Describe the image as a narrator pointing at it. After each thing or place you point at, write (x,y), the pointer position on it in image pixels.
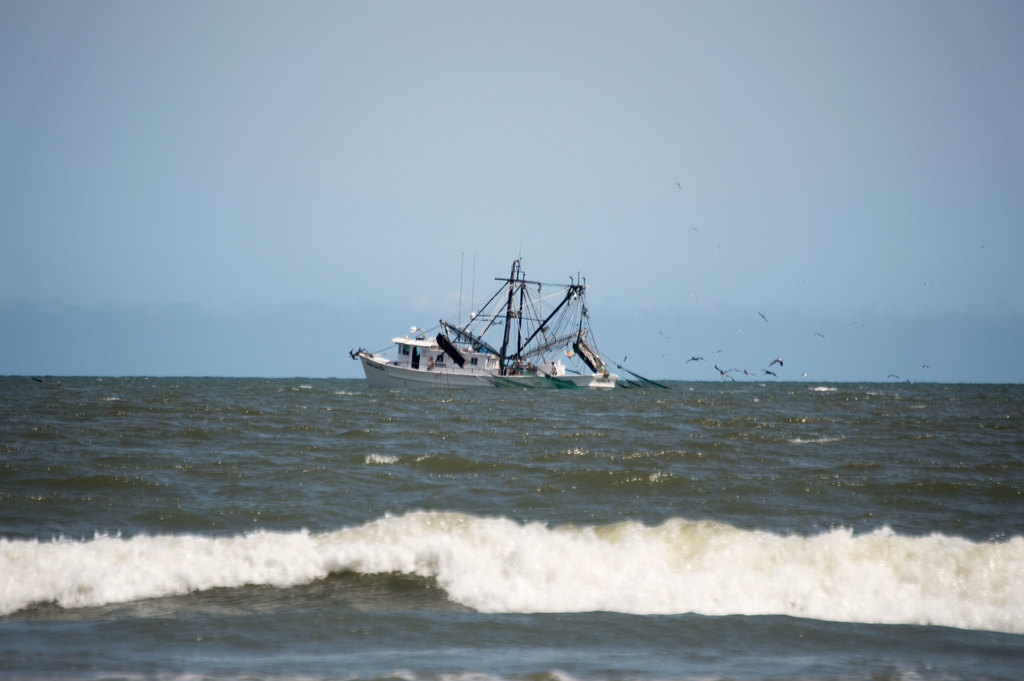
In this image we can see a boat (526,361) on the water (543,425). In the background (677,234) there is sky (553,96).
